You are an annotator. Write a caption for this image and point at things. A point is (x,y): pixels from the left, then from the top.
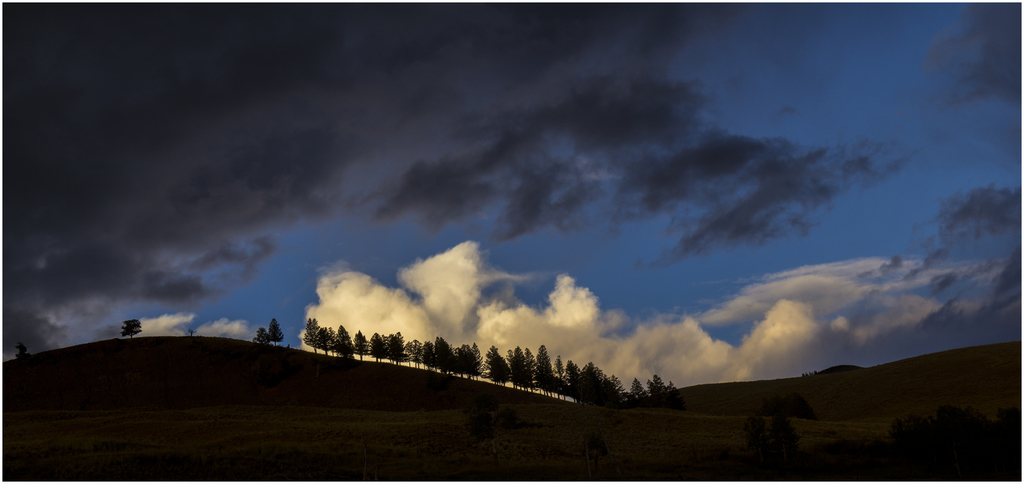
In this image we can see valley (321,374), trees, grass (713,434). In the background of the image (650,250) there is sky (518,252) and clouds (446,285).
